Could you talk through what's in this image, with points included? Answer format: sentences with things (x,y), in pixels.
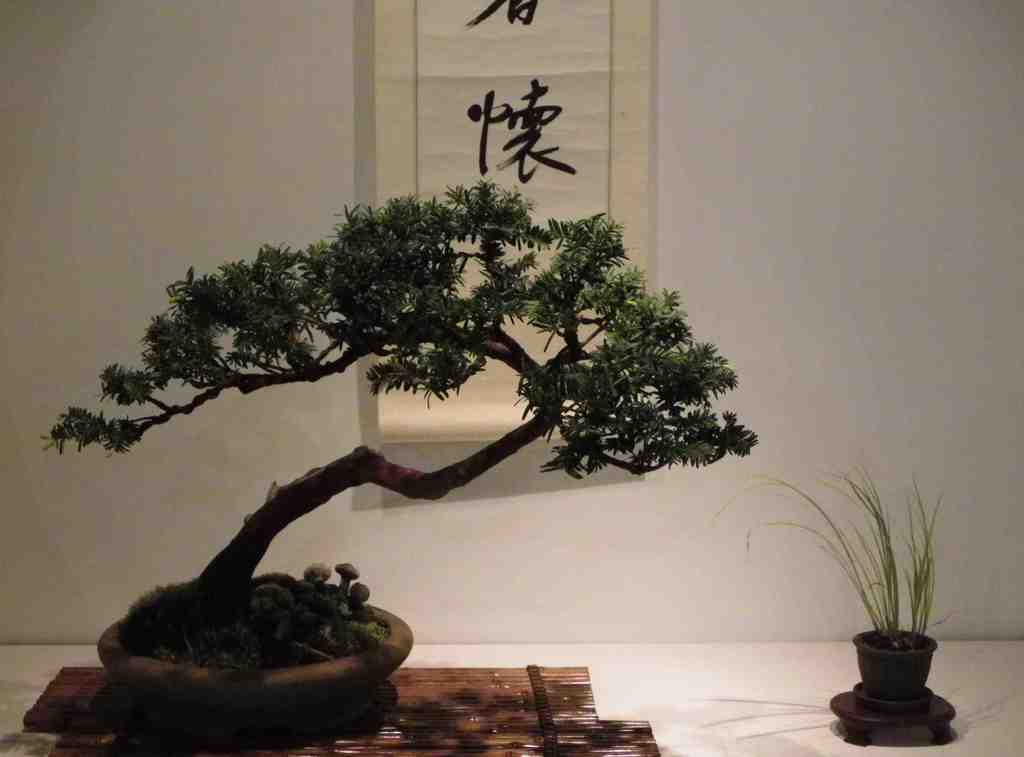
In the image we can see plant pot (382,470) and grass pot (869,642). Here we can see the floor (757,675), wall (850,222) and on the wall (783,221) there is a poster (507,103).
